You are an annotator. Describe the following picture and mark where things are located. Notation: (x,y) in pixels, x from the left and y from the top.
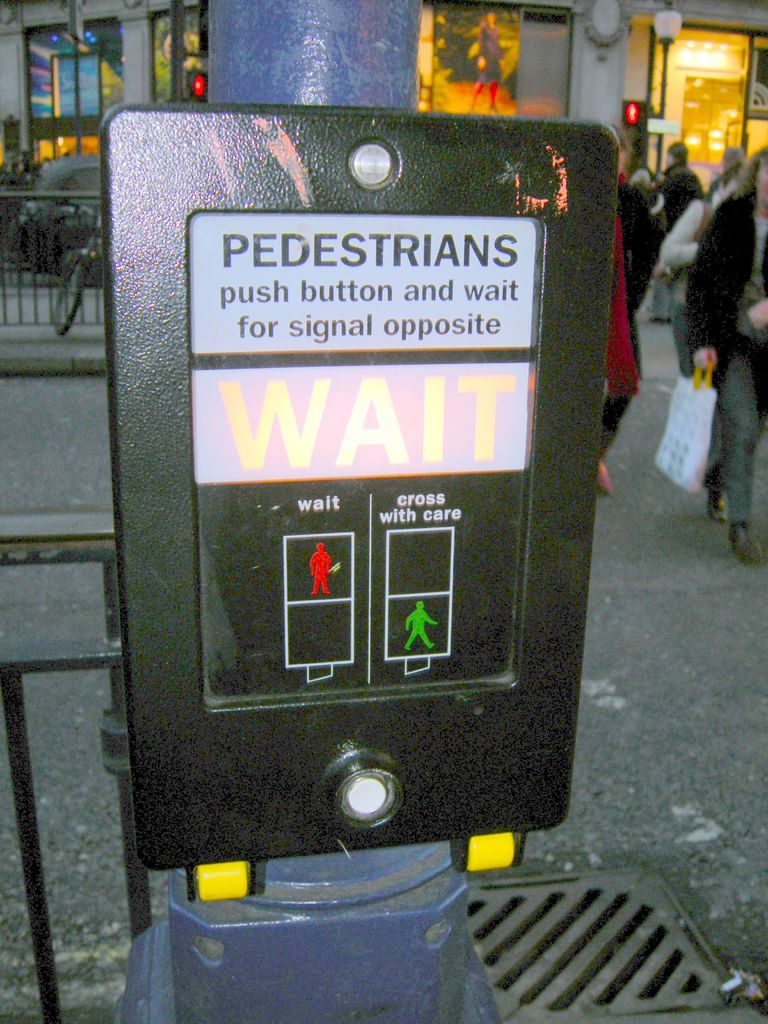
In this image we can see a sign board (427,411) and there are people (667,246). On the left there is a bicycle (92,229) and a car (82,181). There is a railing (6,274). In the background (123,8) we can see a building (522,104).
